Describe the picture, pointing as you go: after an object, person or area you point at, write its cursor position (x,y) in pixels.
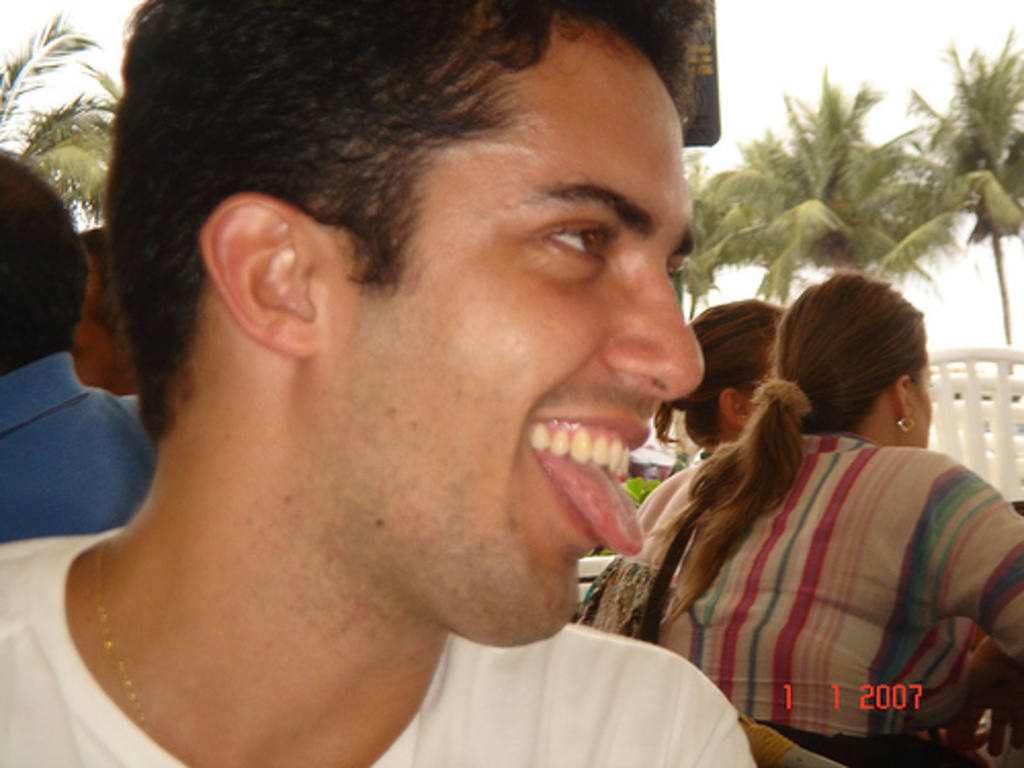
In the picture we can see a man (242,470) turning his head (548,435) to the left hand side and showing his tongue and behind him we can see some people (950,496) are sitting and behind them we can see some coconut trees (806,194) and the part of the sky (999,30).
